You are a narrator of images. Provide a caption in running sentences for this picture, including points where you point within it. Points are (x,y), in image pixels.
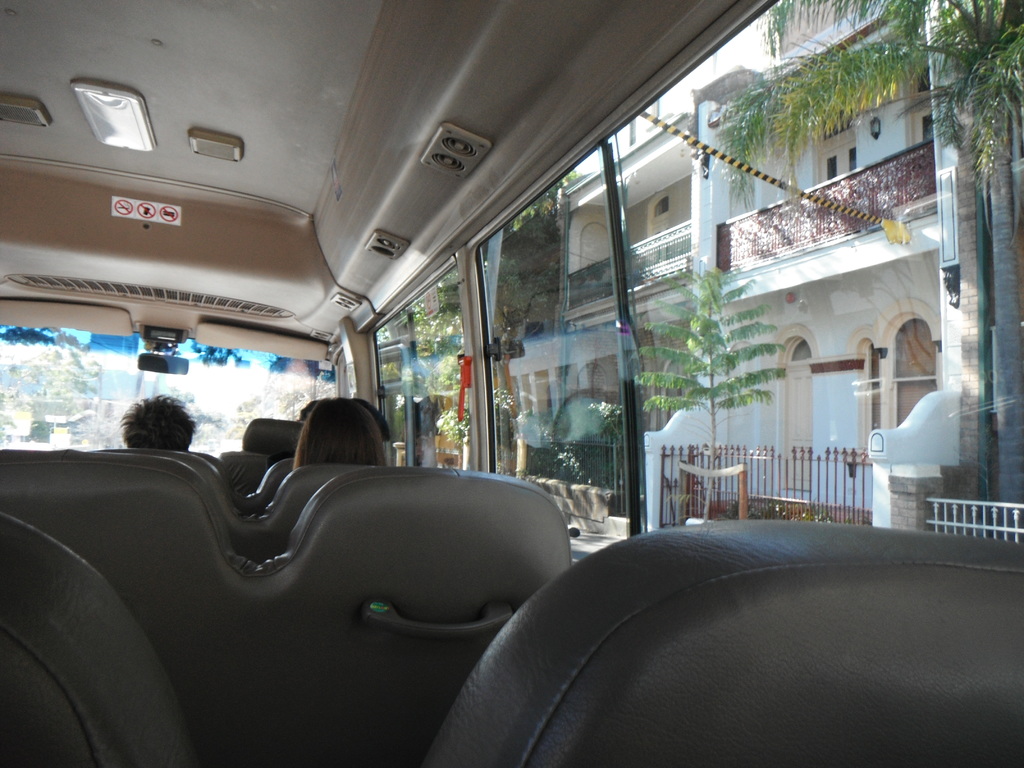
In this image I can see some people (308,456) sitting in the vehicle (374,592). On the right side (806,390), I can see the rails (762,469), trees (699,325) and a building (604,397).
